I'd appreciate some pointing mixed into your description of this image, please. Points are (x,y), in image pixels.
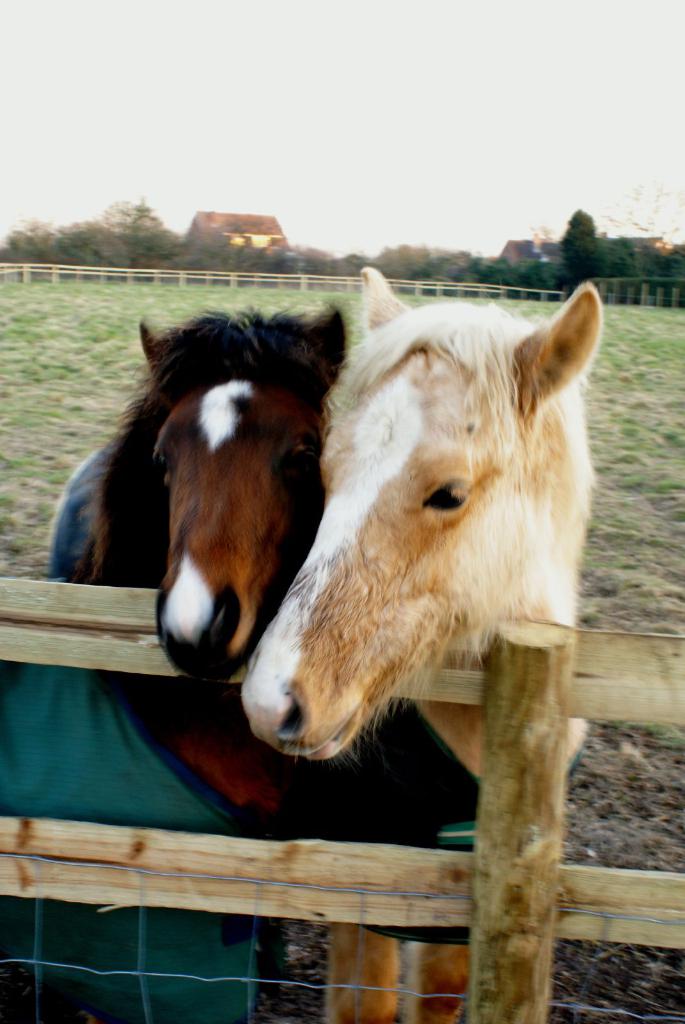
In this image we can see two horses (451,614) near the wooden fence (485,908). In the background (650,371), we can see the grass (46,305), houses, trees (34,260) and the sky (333,135).
